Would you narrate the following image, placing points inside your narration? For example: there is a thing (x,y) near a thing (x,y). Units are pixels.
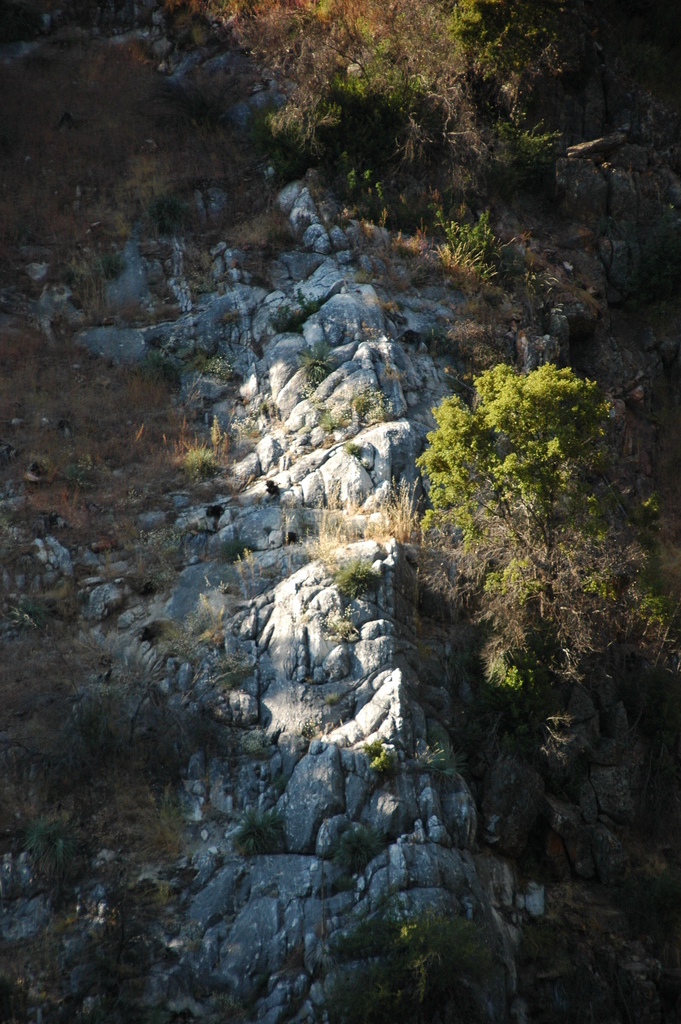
In this picture we can see rocks (280,287) and in the background (606,569) we can see trees (353,98).
